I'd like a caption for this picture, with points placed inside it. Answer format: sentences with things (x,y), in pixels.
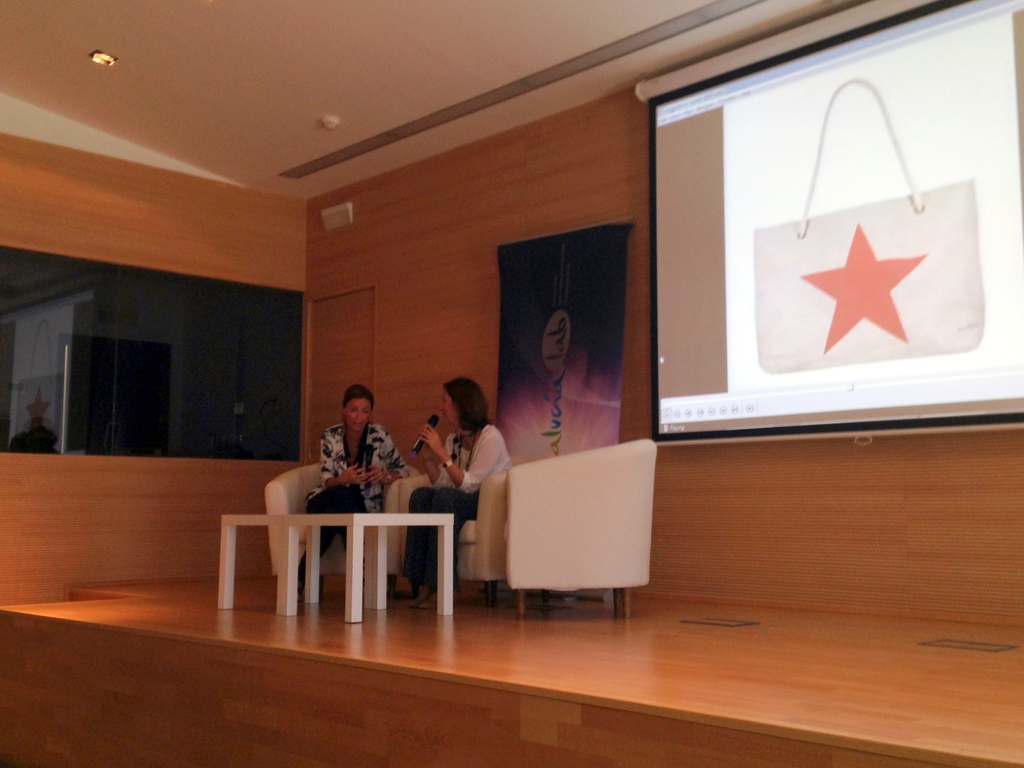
In this image there are two girls (469,403) sitting on a couch (500,499), one of them is holding a mic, in front of them there is a table (445,565), behind them there is a banner (560,355) and a screen (971,387) are hanging on the wall (409,257). At the top of the image (232,82) there is a ceiling (237,131).
